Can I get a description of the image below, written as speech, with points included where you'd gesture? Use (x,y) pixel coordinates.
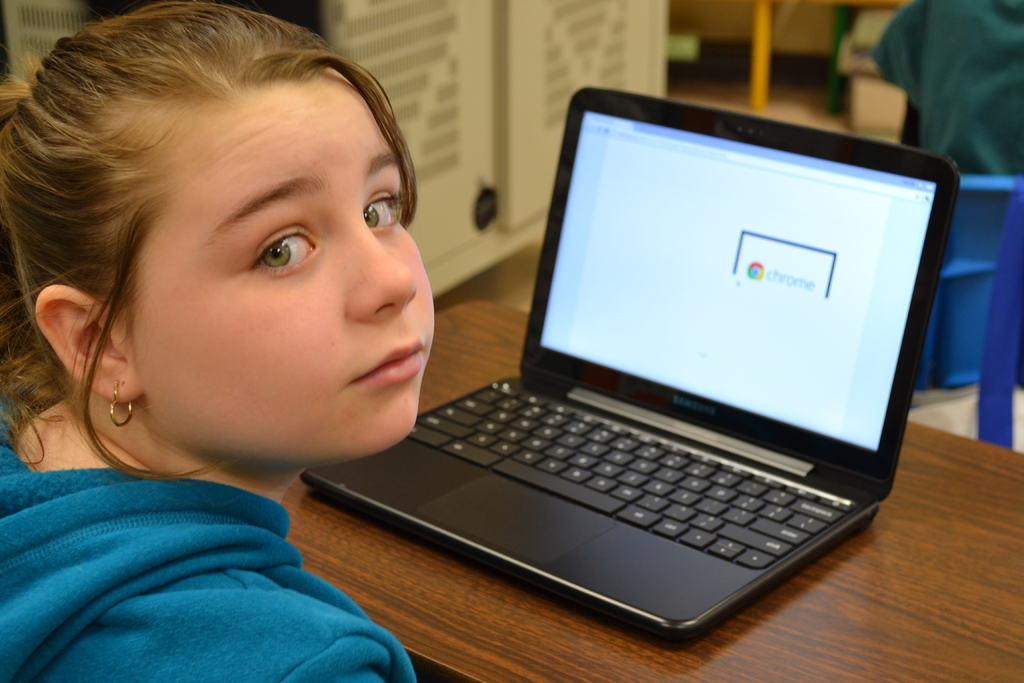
In this image there is a person (144,639). In front of her there is a table (826,555). On top of it there is a laptop (668,164). Behind the table (513,315) there are a few objects (636,31).
